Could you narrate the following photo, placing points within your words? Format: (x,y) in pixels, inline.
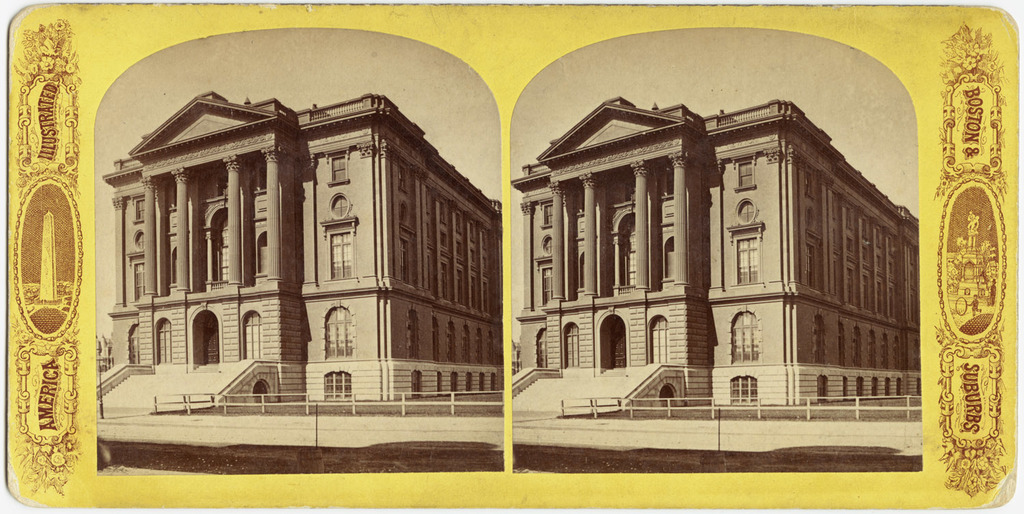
This is a collage image of a building (384,219), in front of the building (295,390) there is a fence (381,408) and in the background (311,78) there is the sky (219,57). On the left (51,294) and right side of the image (991,215) there are some image (973,281) and text (974,398) and the border (507,419) is in yellow color.
